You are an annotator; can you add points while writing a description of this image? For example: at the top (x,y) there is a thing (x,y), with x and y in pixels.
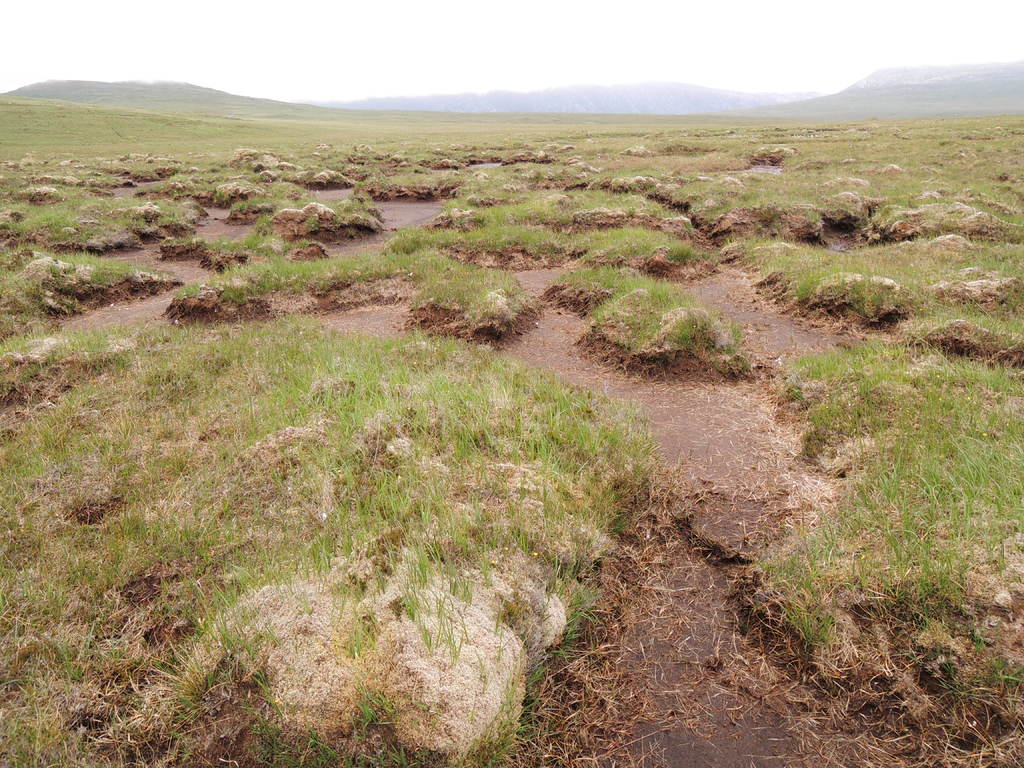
In this picture, we see soil (742,620) and grass (270,460). There are hills (592,111) in the background (592,111). At the top of the picture (715,52), we see the sky (859,56).
